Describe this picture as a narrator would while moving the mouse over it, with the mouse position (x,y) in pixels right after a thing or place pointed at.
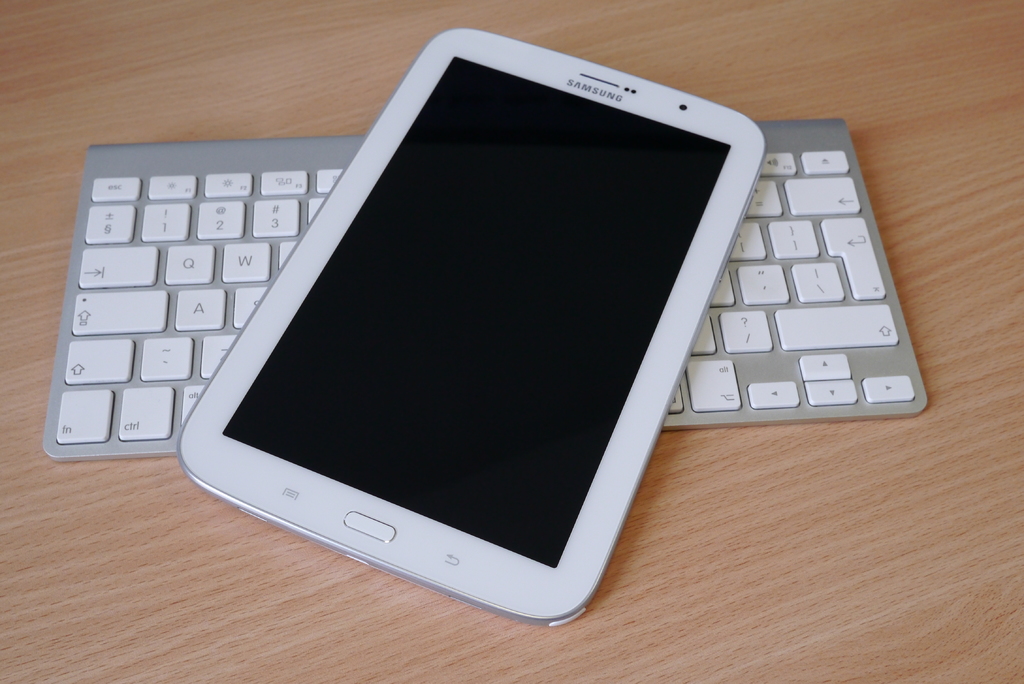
On a wooden platform (947,210) we can see a keyboard (834,270) and a mobile (400,313). At the top of a mobile (601,74) we can see a company name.
